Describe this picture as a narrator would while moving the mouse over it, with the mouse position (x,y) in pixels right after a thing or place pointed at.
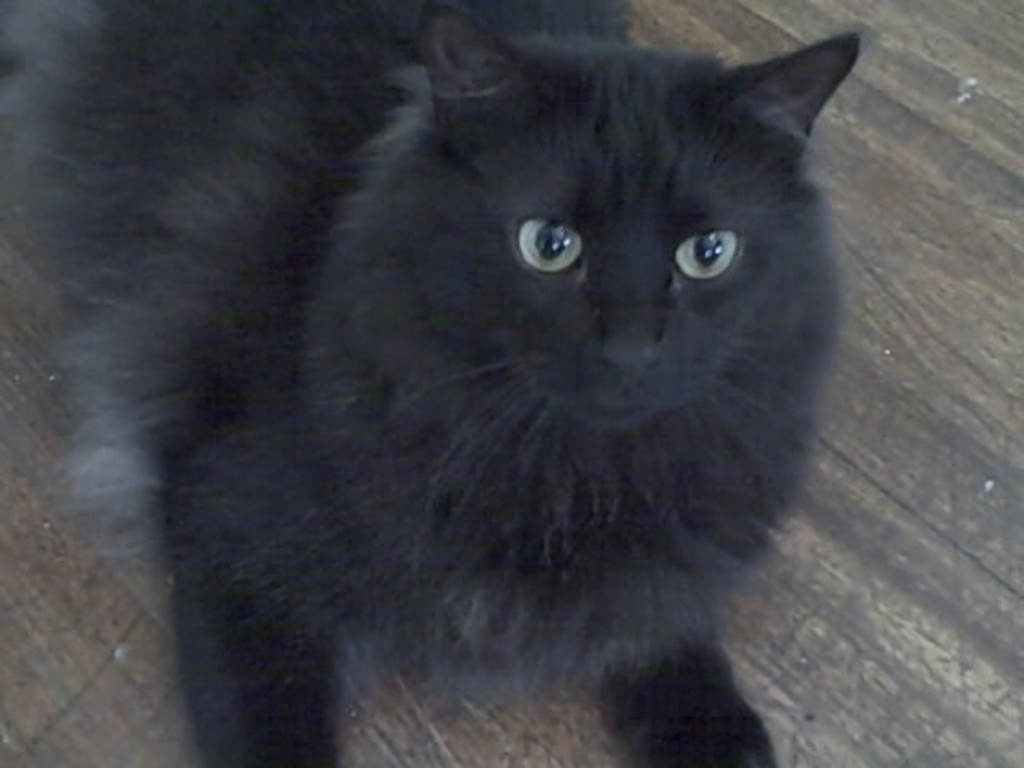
There is a black cat (443,480) present on a wooden surface (911,204).
